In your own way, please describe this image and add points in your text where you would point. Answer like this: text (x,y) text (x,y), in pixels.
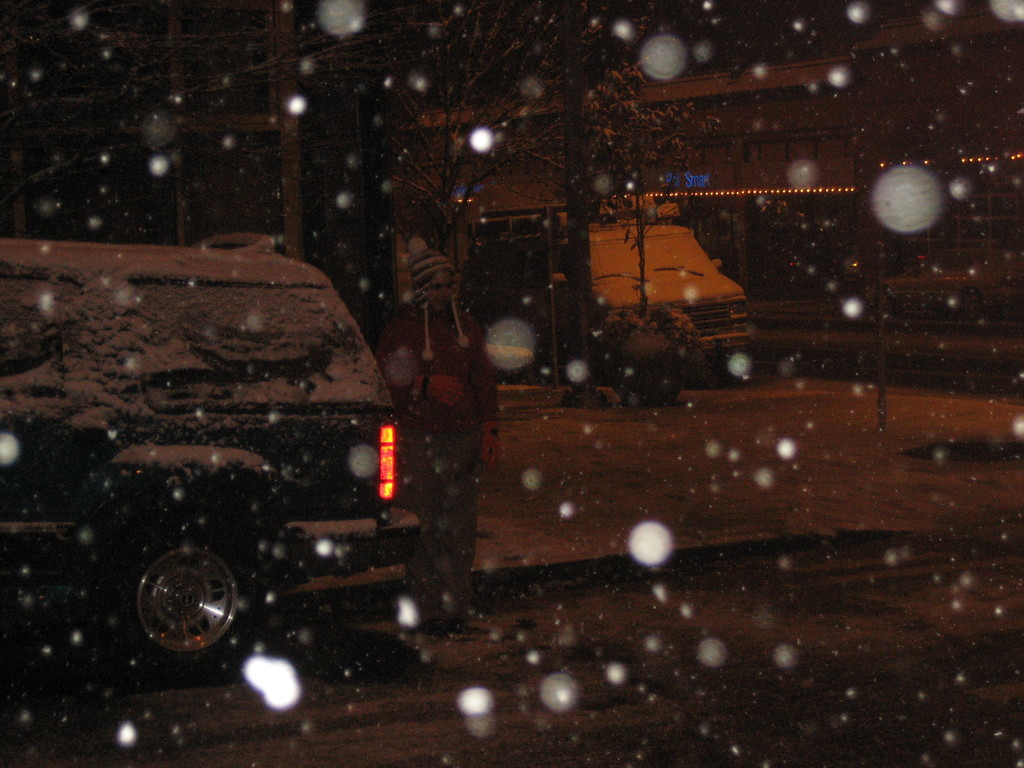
This is an image clicked in the dark. Here I can see the snowfall (515,341) and there are two vehicles (691,300) on the road (557,631).
